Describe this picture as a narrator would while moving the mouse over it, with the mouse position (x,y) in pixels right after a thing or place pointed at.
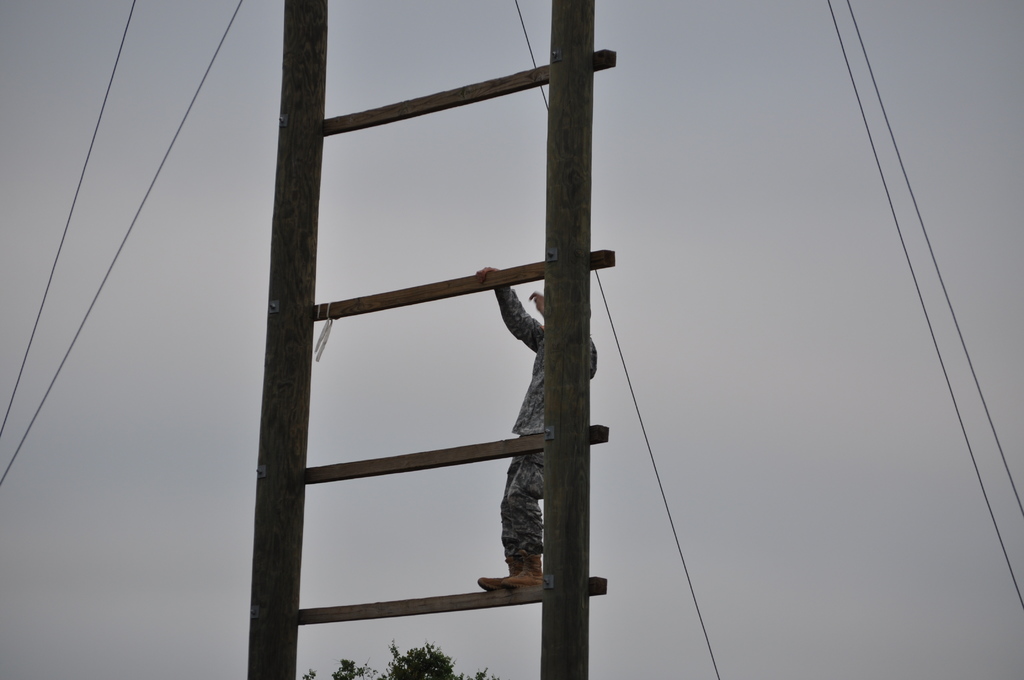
In the picture I can see a man (510,526) is standing on an object (549,456). In the background (476,487) I can see a tree (406,660), wires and the sky (74,623).
